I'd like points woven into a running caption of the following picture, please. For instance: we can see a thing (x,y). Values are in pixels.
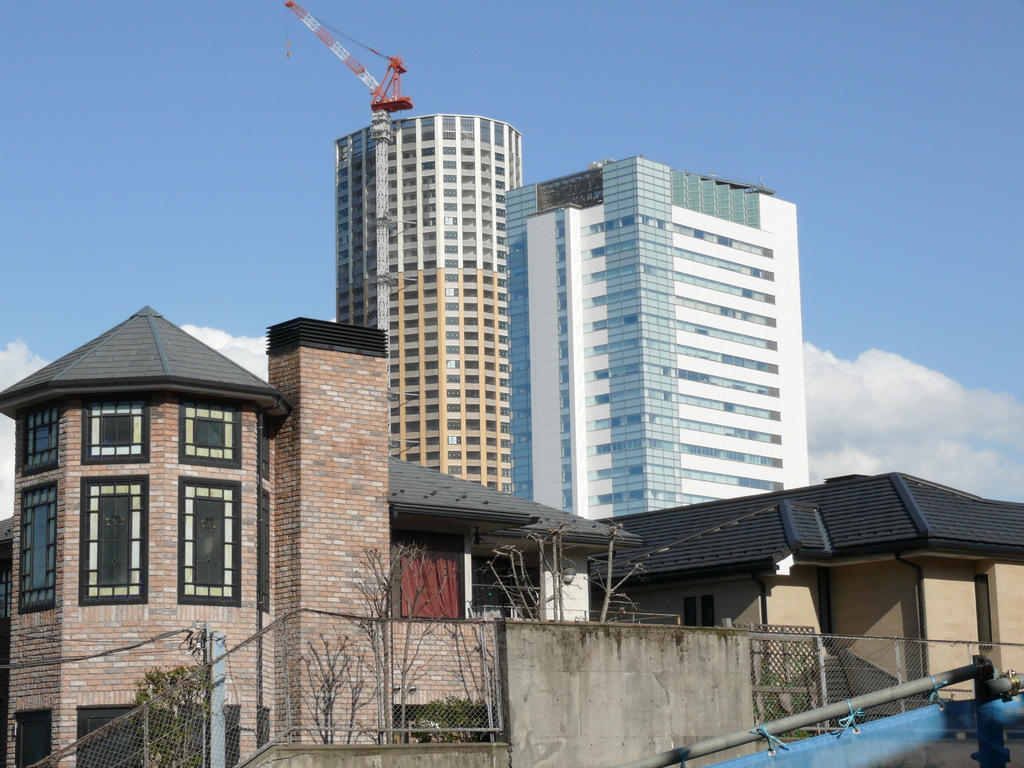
This picture is clicked outside. In the foreground (765,742) we can see the mesh (889,662), metal rods (826,720), trees (459,724) and some other objects (583,637). In the center (460,293) we can see the buildings (590,393). In the background (678,84) we can see the sky (778,100) and we can see a curtain (451,587) and we can see the clouds (902,407) in the background (404,107) and the metal rods (321,39) and some other objects (387,98).
